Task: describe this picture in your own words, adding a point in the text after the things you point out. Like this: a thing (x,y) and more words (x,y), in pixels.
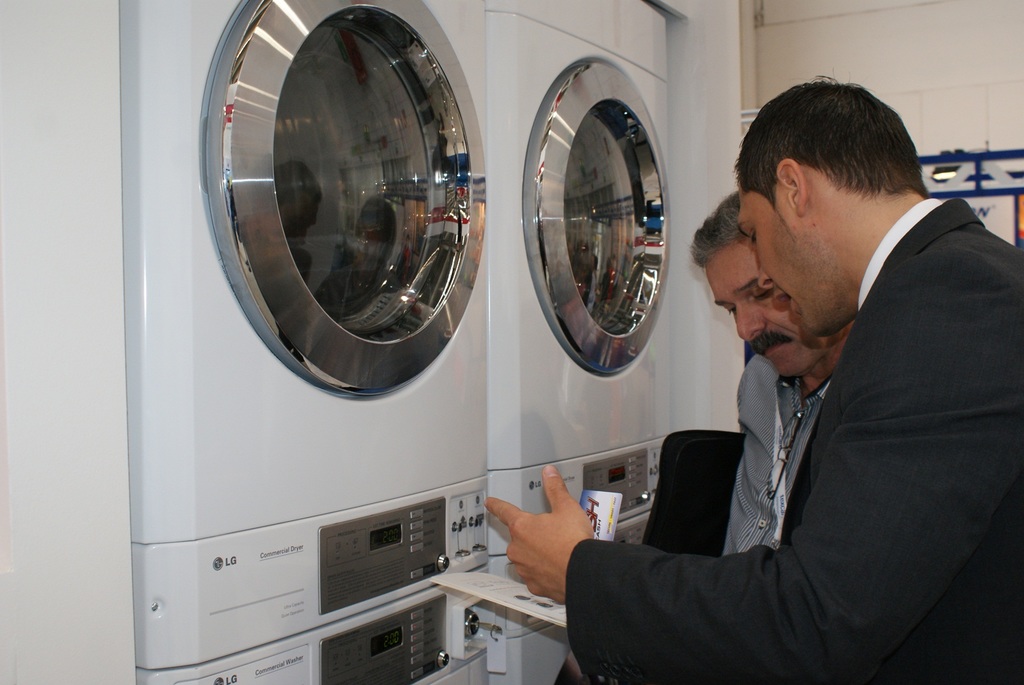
In this picture we can see two men (788,452) on the right side (881,499), a person (835,587) in the front (745,614) is holding a paper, on the left side (335,282) there are washing machines (495,318), in the background (688,293) there is a wall (900,42).
